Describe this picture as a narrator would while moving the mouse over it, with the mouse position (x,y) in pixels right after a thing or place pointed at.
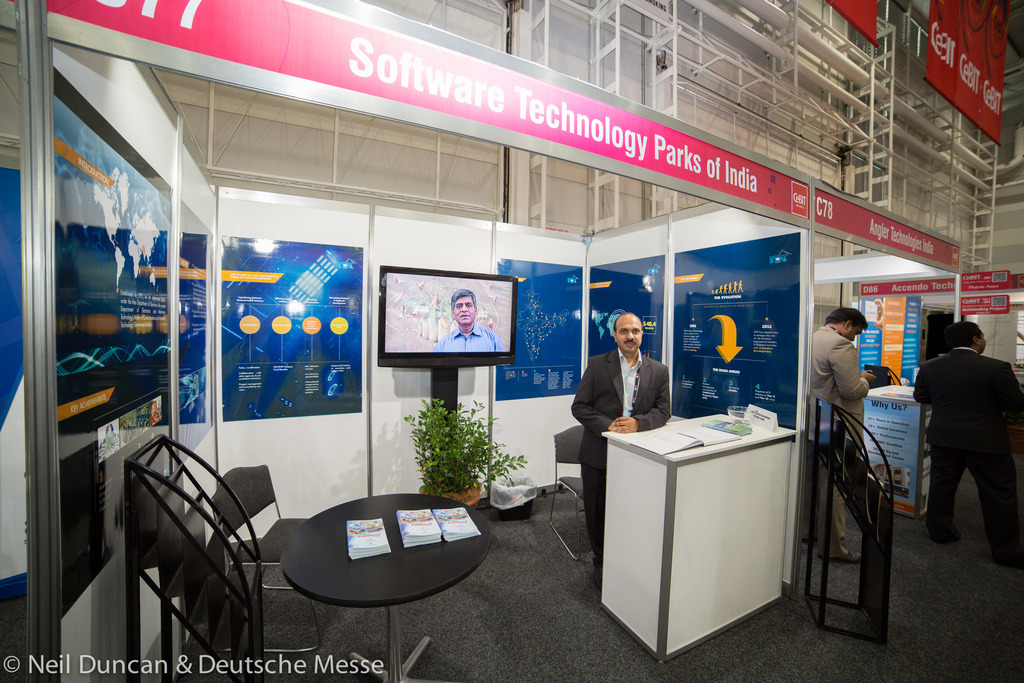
In this picture there are three person (976,370) standing. There is a book (686,448) and there is a board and glass (732,406) on the table (750,441). At the back (452,288) there is a television (466,282) and there is a picture (476,290) of a person (474,332) on the screen (423,346) and there are boards (155,399) and there is text (340,329) on the boards (340,329) and there are chairs (577,495) and there is a plant (471,493), dustbin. There are books (415,522) on the table (415,557) and there is an object (194,555). At the bottom (918,632) there is a mat (800,637). At the top (223,18) there are boards (995,97) and there is text (567,128) on the boards (935,82).
